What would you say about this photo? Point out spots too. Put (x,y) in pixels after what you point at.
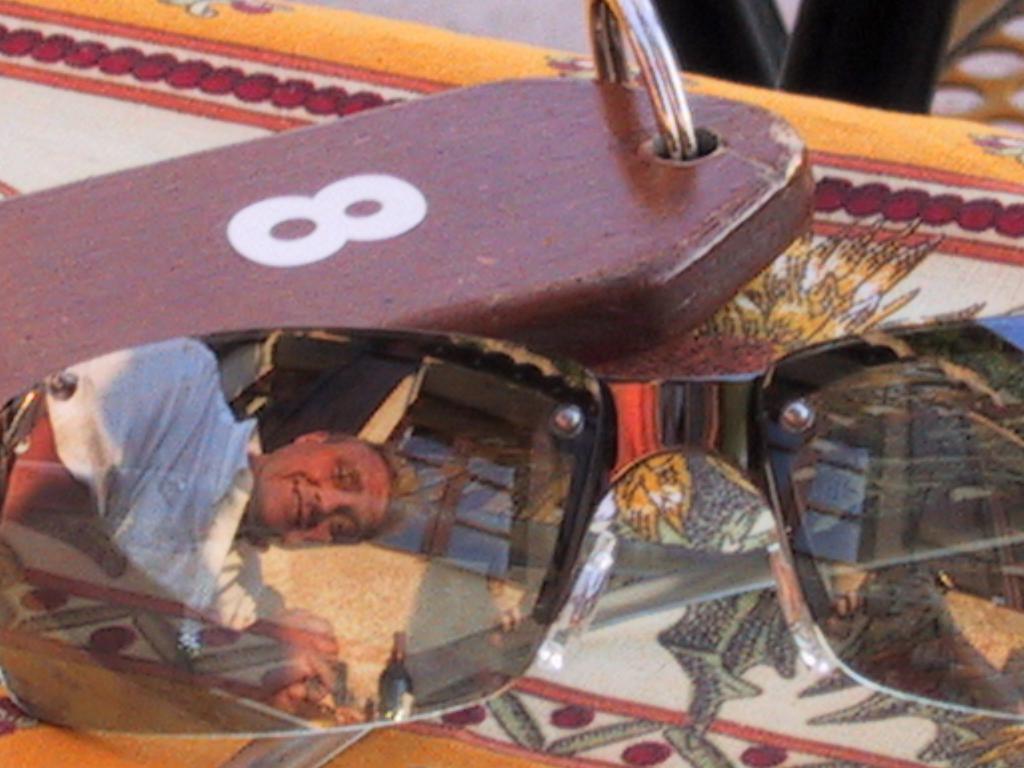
In this image I can see the glasses (534,549), brown color object (542,349) and colorful surface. I can see a person reflection (293,524) on the glasses (305,548).
